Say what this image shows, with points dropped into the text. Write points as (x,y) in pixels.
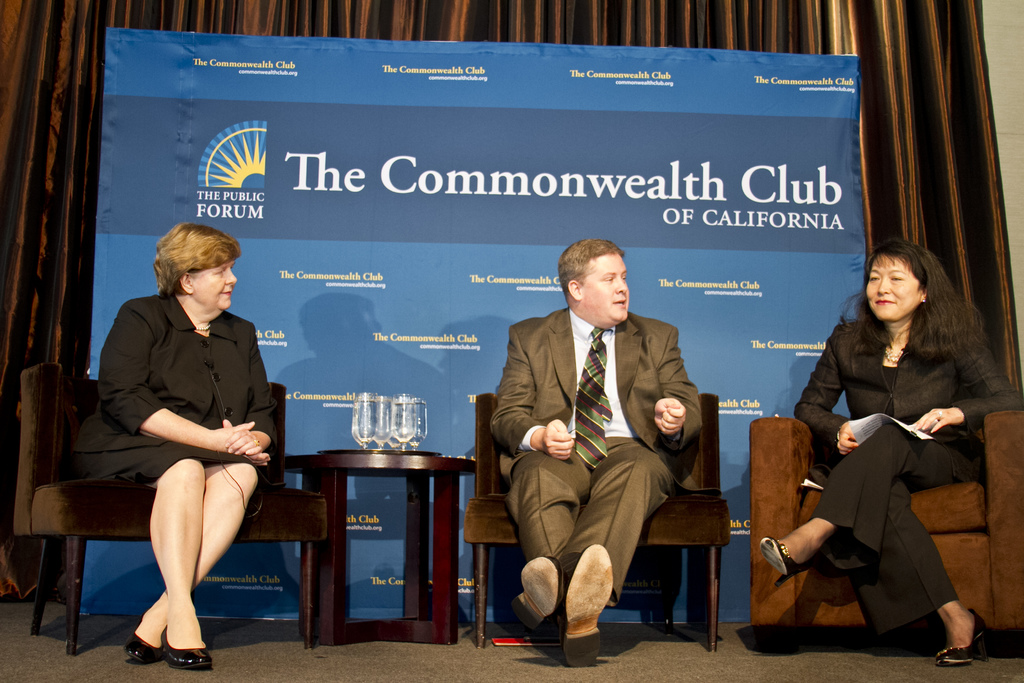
In this image we can see person (922,388) sitting on the chairs (948,557) and we can also see glass tumblers (378,431) on the table (428,497). In the background (367,514) we can see an advertisement (661,208), curtain (746,47) and wall (1011,29).
